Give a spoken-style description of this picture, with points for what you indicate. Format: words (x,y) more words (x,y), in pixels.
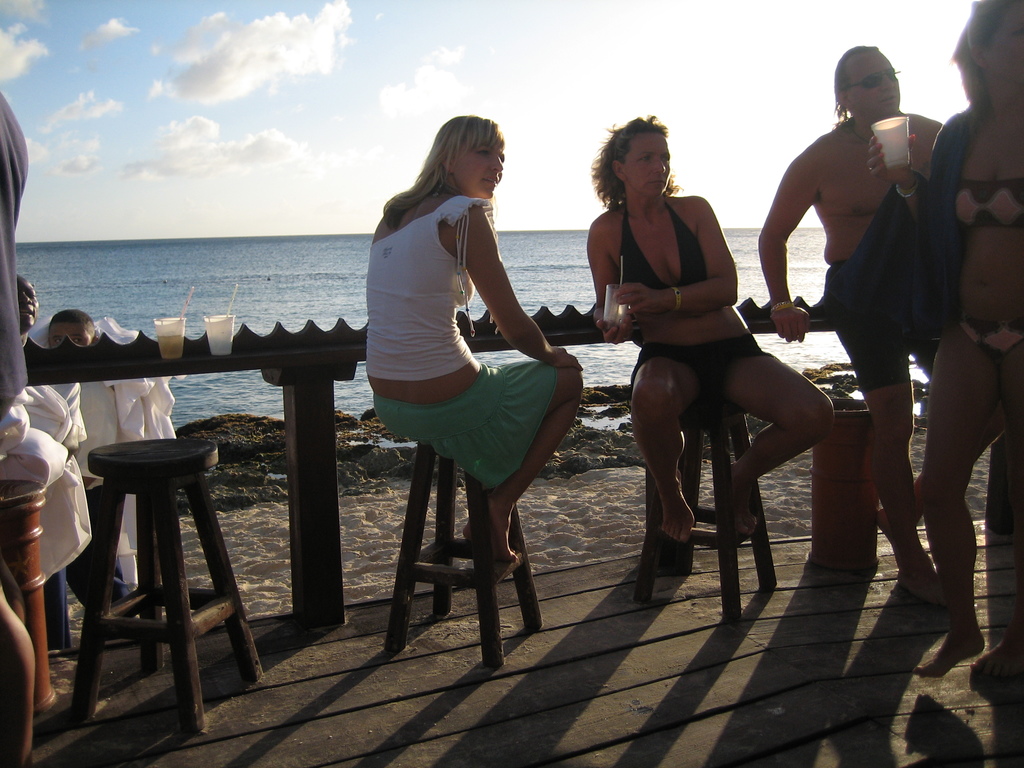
In this image we can see there are so many people (547,386) sitting and standing at the bar (55,360) with plastic cups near the beach (270,531).
